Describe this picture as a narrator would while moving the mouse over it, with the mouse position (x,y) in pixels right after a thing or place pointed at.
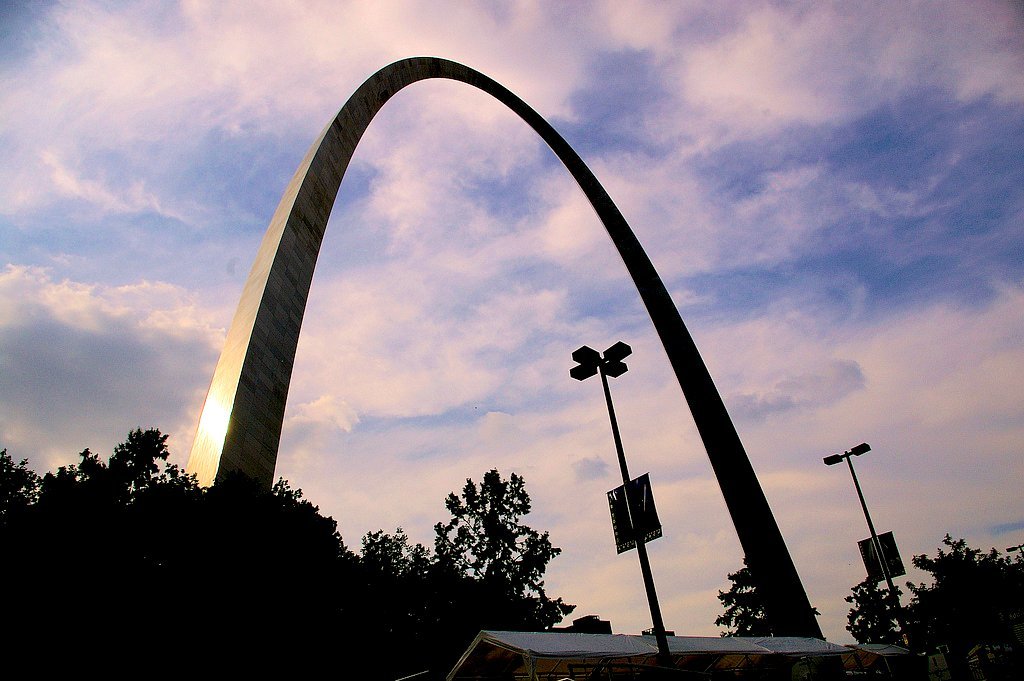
In the image there are trees (340,611) on the ground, in the middle (648,265) there is a curved arch (744,449) with street lights (600,361) in front of it and above its sky (707,127) with clouds (179,115).
